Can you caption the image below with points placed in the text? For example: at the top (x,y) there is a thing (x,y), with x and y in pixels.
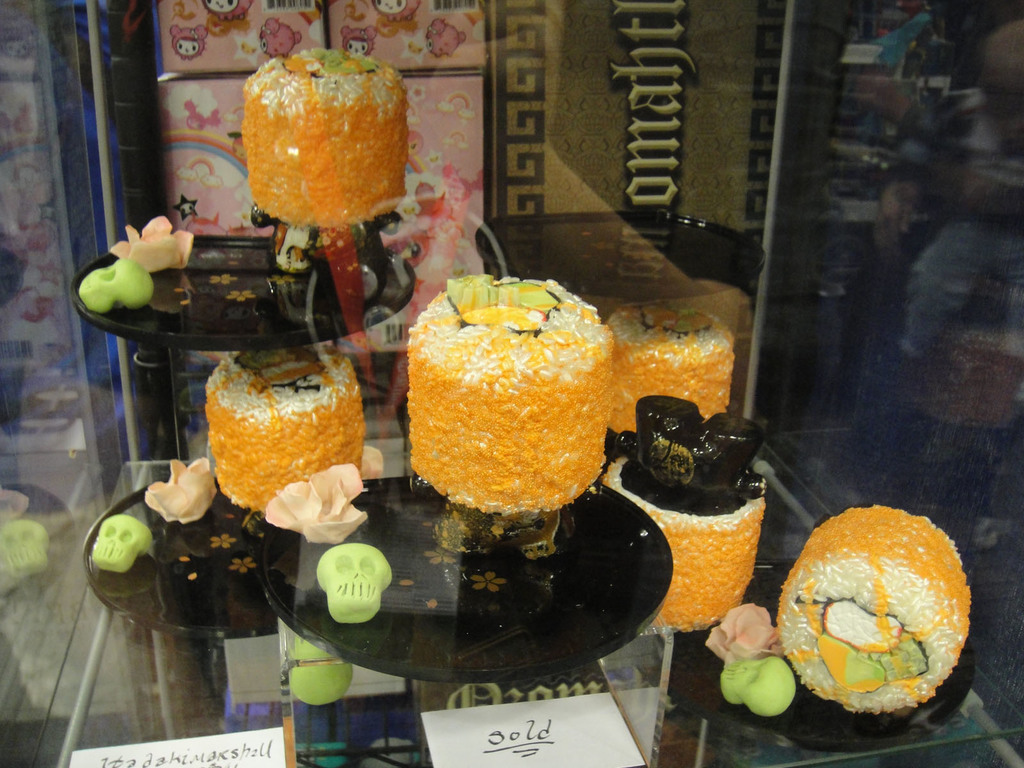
In this image I can see there are different objects (527,410) in orange and other colors in the glass (955,154).
